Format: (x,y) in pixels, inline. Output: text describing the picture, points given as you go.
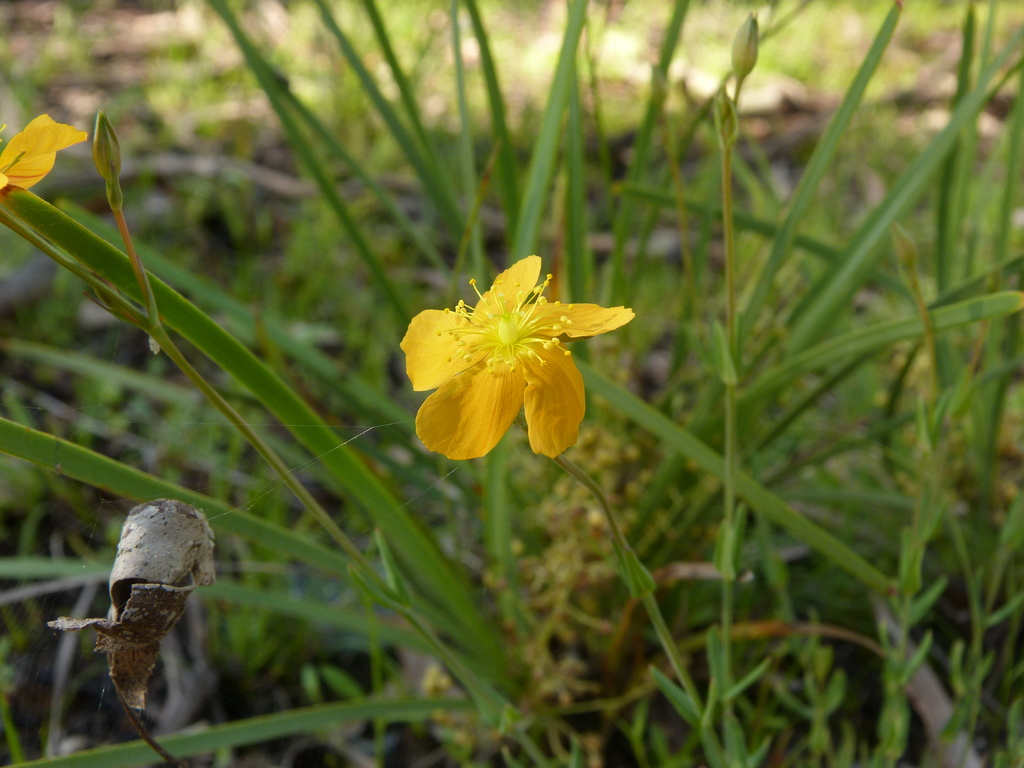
In this picture we can see a yellow flower (480,340) and few green plants (406,474) in the background (397,507).
